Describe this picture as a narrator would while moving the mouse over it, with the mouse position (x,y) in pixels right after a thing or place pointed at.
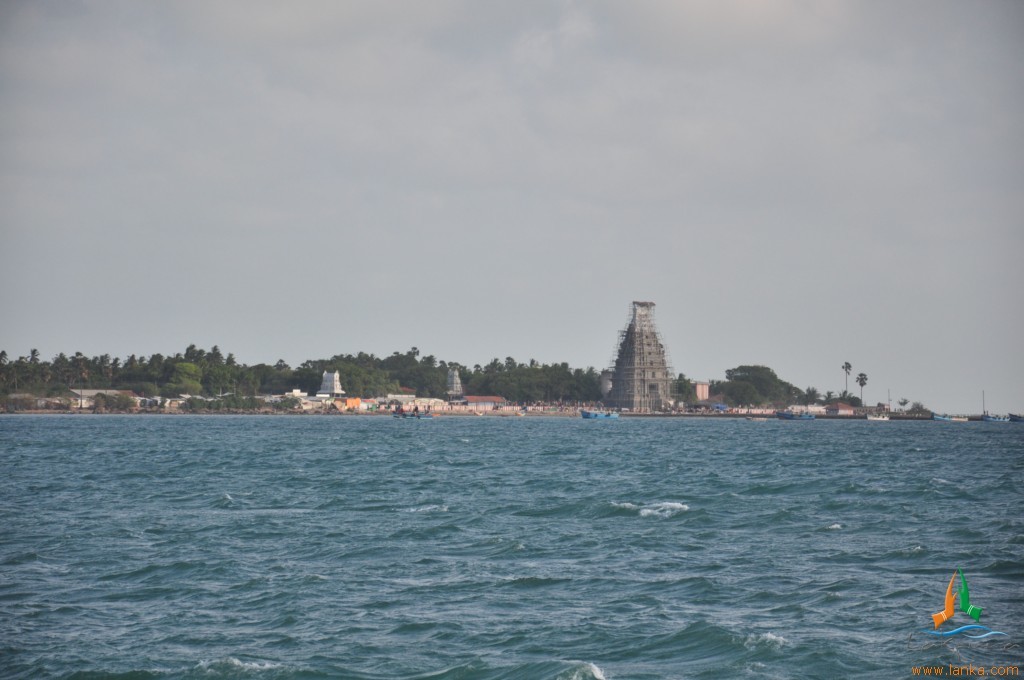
There are boats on the water (853,442). Here we can see trees (220,379), houses (487,396), and ancient architecture (641,374). In the background (624,329) we can see sky (752,188).
